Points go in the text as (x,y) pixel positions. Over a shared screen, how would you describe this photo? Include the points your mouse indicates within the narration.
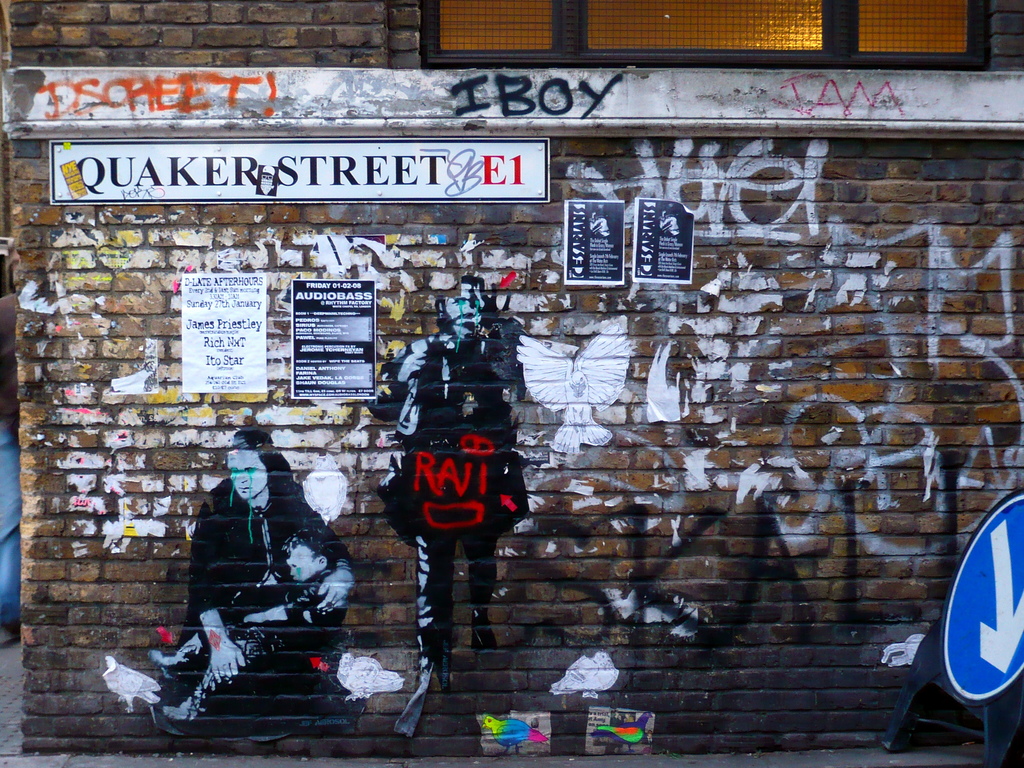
In this picture I can see posters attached to the wall (109,230) and there are paintings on the wall (525,401). There are boards (1023,572) and some other objects (983,728).
